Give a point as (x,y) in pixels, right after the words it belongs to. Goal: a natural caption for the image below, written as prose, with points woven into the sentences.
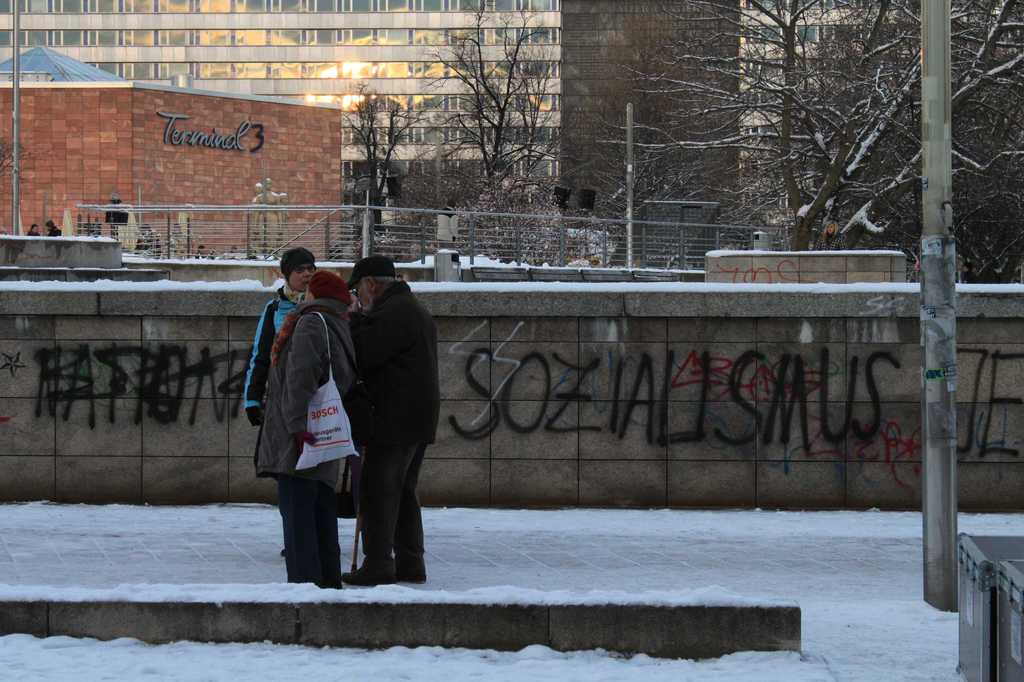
In this picture I can see there is a group of people (337,466) standing and they are wearing coats (284,358) and holding carry bags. They are standing on the walkway (621,570) and there is snow (225,681) on the floor (207,567) and in the backdrop (76,479) there is a wall (99,472) and there is something written on it and there is a railing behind it, there are a building (64,176) and trees (739,176). The building (329,35) has glass windows (259,31).
